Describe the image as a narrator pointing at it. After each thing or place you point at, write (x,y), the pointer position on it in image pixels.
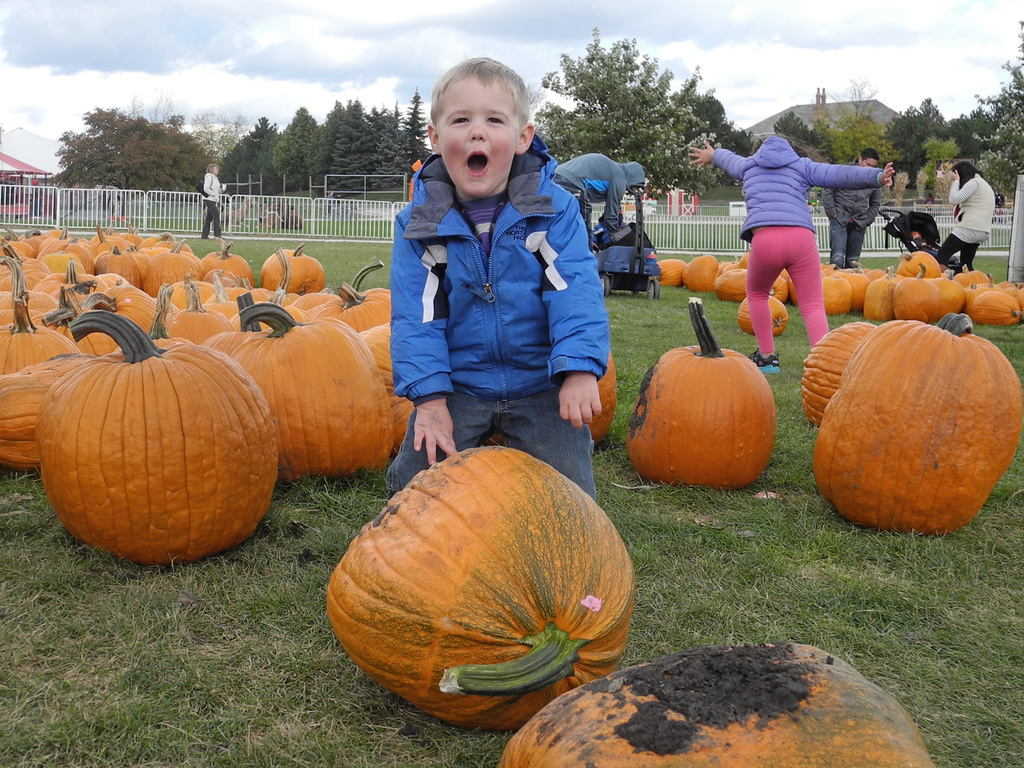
The picture is taken in a ground (1008,696). In the picture there pumpkins (121,410), people (548,297). In the background (353,183) there are fencing (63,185), houses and trees (627,151). Sky (648,46) is cloudy.
